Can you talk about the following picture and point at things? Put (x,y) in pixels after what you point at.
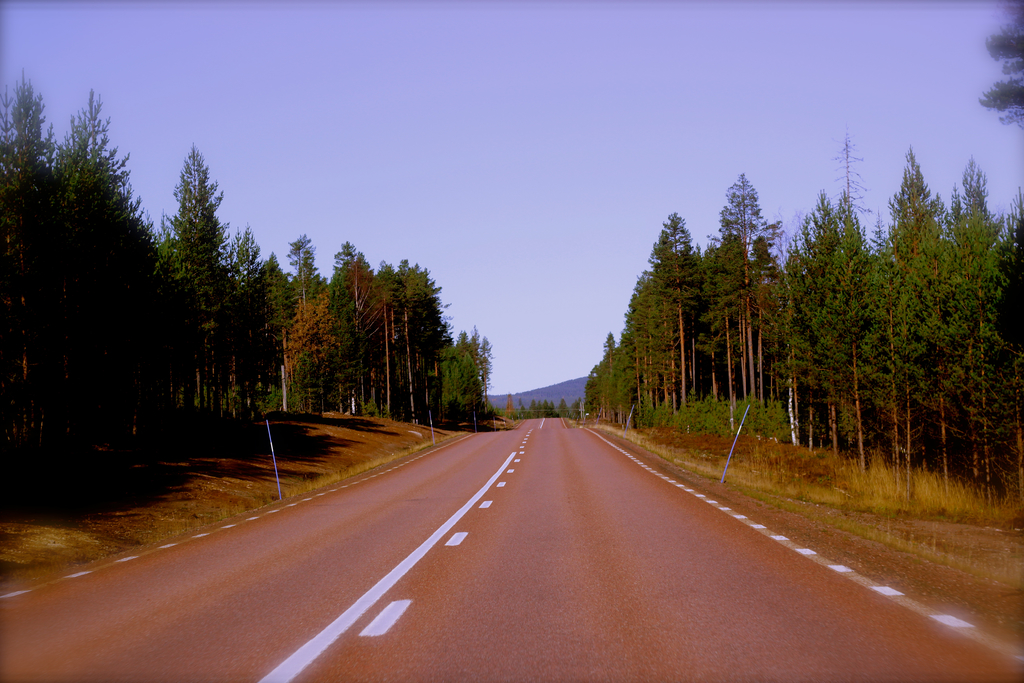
In this image I see the road (558,437) on which there are white lines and I see few poles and I see the grass (690,445) and the trees (25,171). In the background (611,304) I see the sky (562,182).
